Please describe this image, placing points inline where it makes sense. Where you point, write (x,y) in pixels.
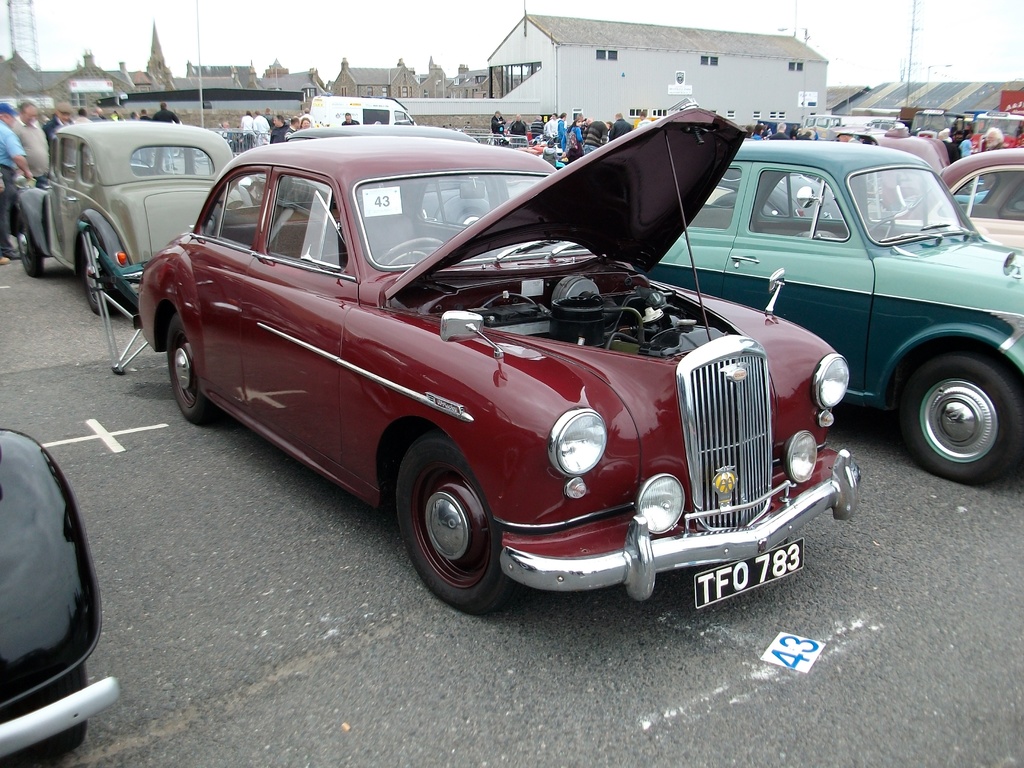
In this image, we can see some cars (654,222) and persons (549,121). There are shelter houses (470,92) at the top of the image (157,69).
